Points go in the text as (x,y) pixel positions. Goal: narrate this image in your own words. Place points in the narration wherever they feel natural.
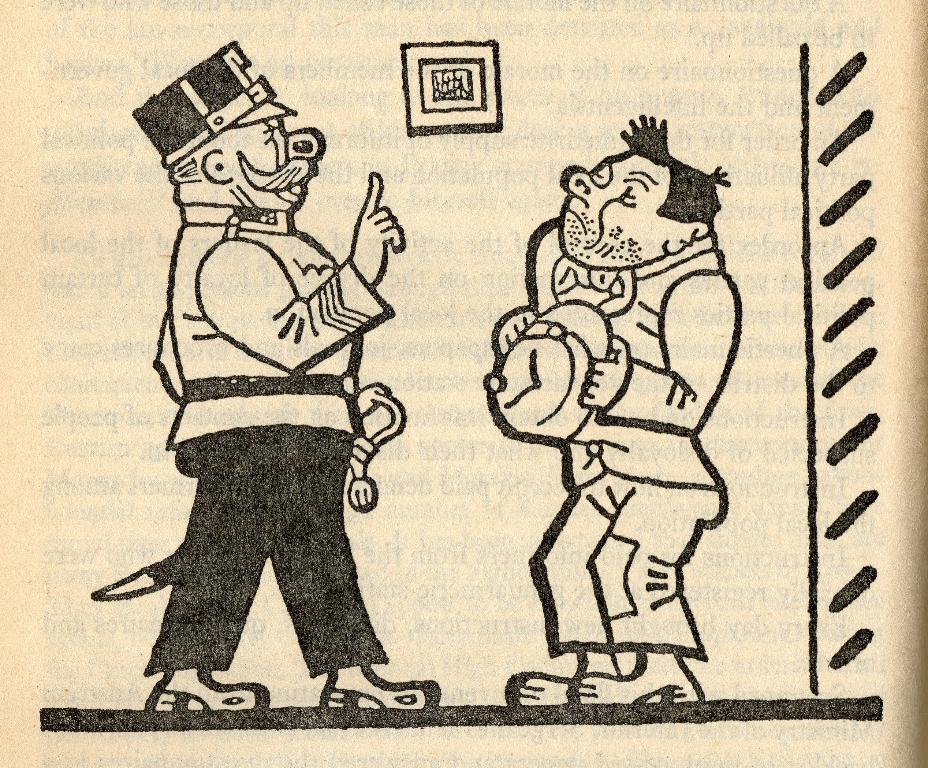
In this image I can see white colour page (875,396) and on it I can see few cartoons (245,282). I can see colour of these cartoons (706,653) are white and black.
